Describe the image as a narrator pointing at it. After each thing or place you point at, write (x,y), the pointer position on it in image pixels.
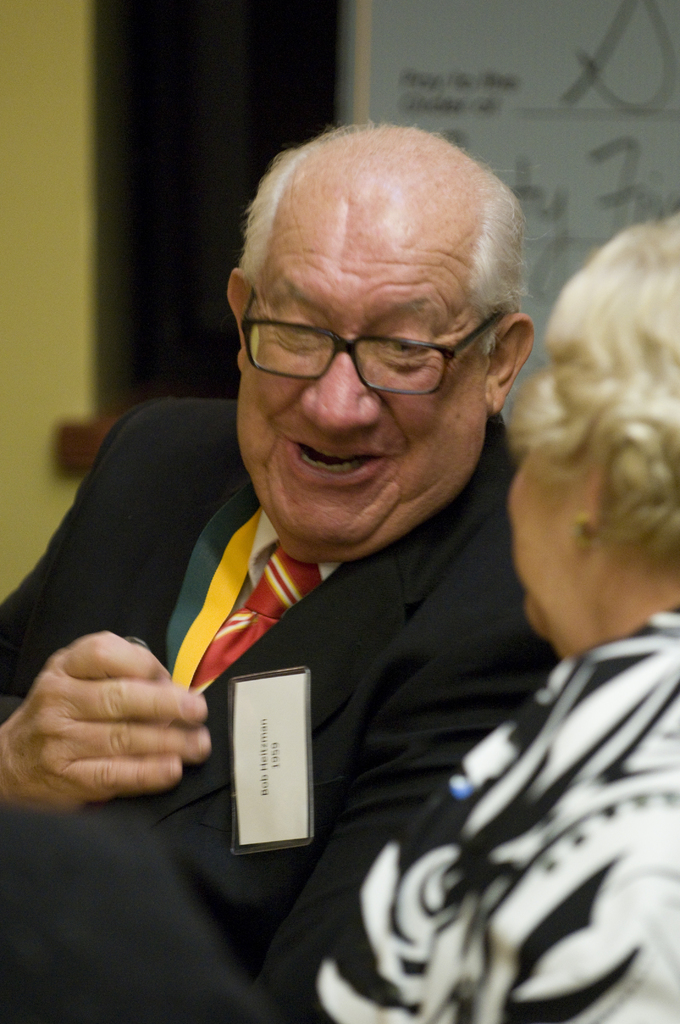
On the right (670,776) we can see a woman (613,698). In the middle of the picture (402,677) there is a person (165,635) in black suit (345,562), he is talking. The background (516,77) is blurred.
